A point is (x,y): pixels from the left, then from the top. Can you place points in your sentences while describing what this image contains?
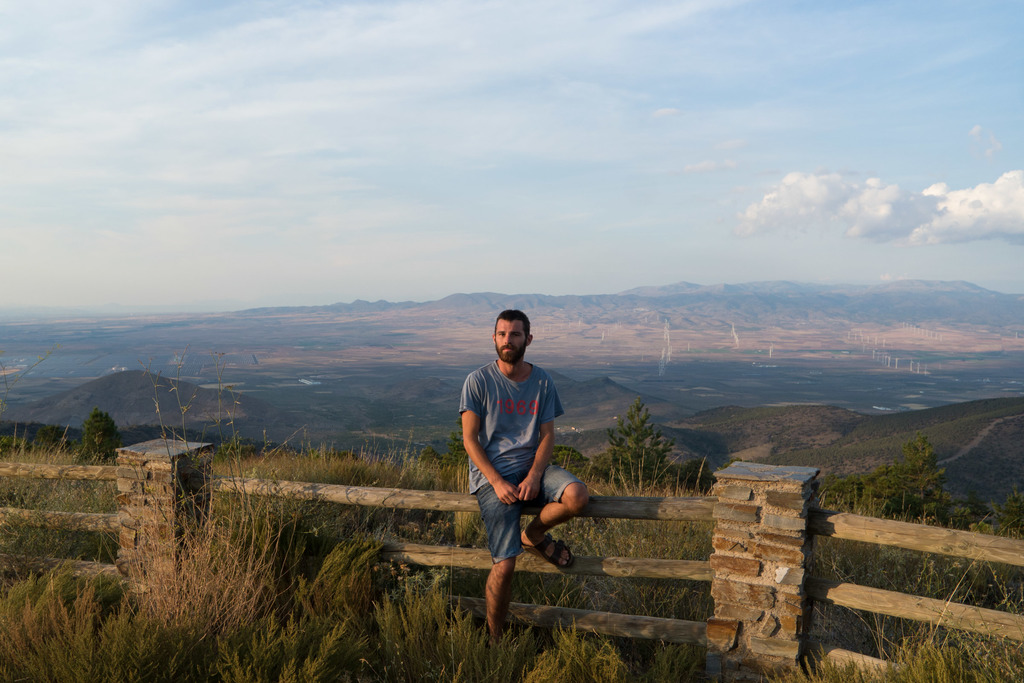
In this image there is a person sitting on the fence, and there are plants (343,522), grass (243,610), trees (931,515), hills (864,424), and in the background (296,200) there is sky (548,212).
